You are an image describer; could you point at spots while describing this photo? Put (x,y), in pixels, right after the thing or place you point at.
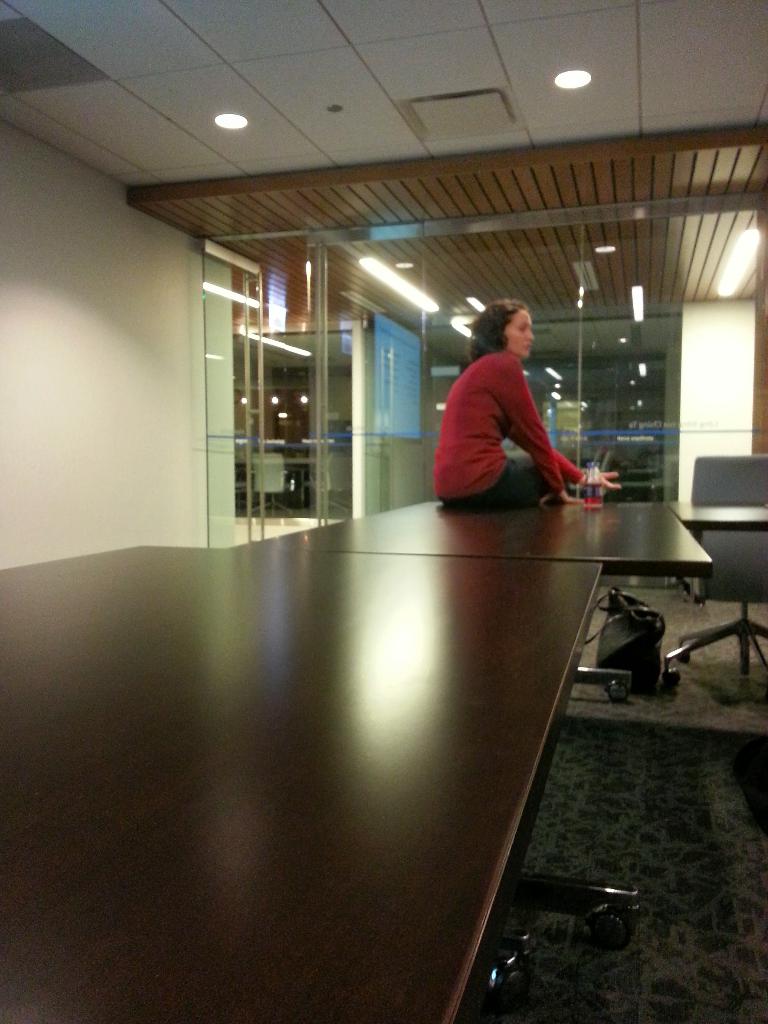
In this picture we can see a woman (529,417) sitting on a table (537,545), bag (610,590), chairs (721,548) and in the background (411,392) we can see the lights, screen (412,409).
